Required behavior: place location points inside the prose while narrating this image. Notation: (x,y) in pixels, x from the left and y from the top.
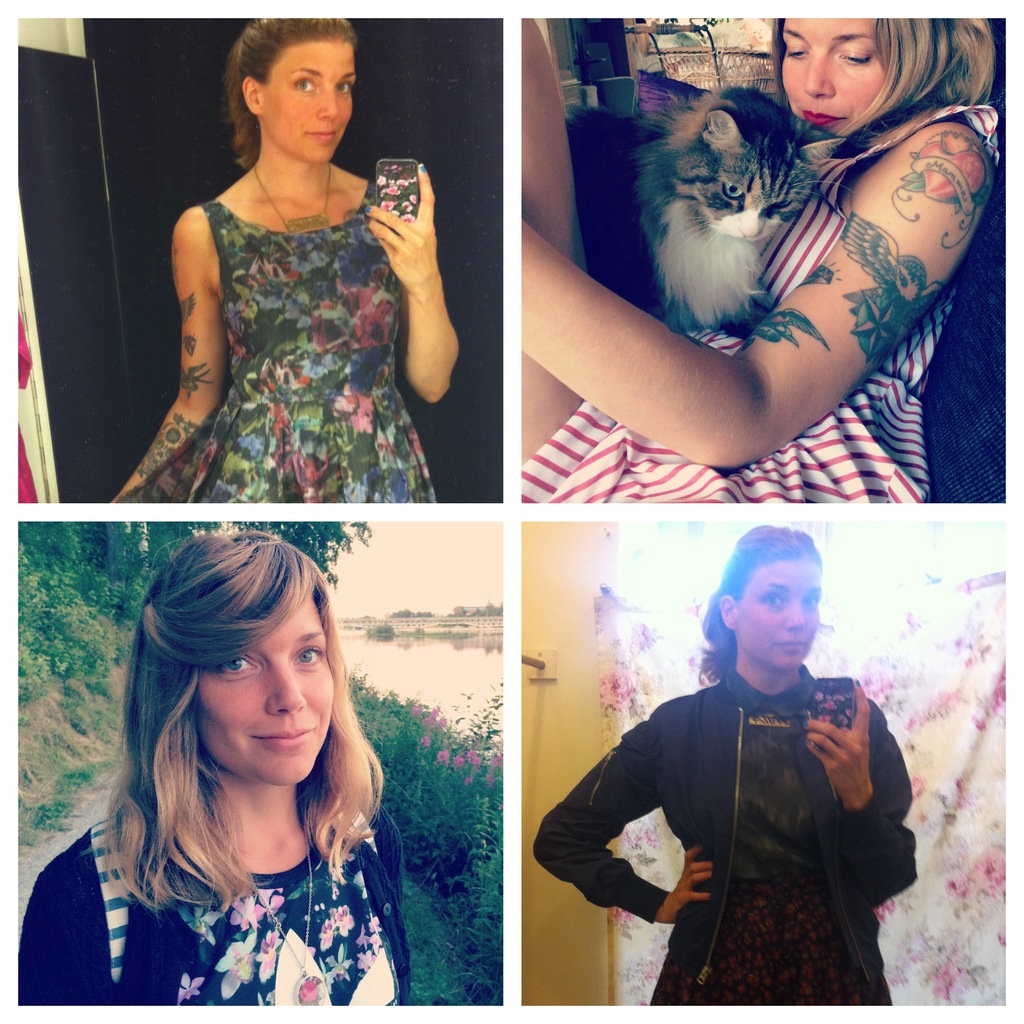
This is a collage picture of a woman (289,455) where in one picture she is holding mobile (401,201) and in other she is carrying cat (762,177) and here she is smiling and in background (440,645) we can see water (419,648).
